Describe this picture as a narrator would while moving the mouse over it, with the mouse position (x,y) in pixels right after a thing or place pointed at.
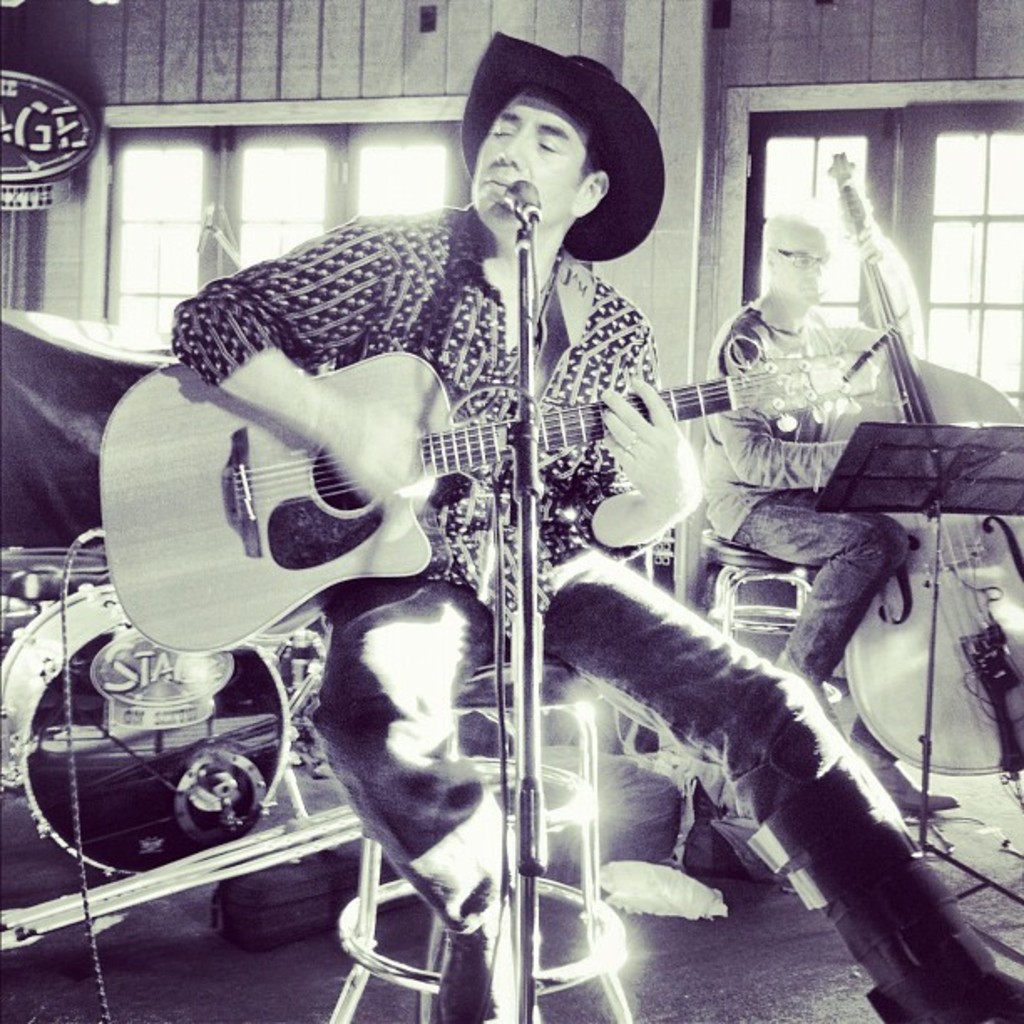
This picture shows two men (863,796) seated on the chairs (581,961) and playing musical instruments (718,398) one man (691,508) is playing guitar (804,391) and singing with the help of a microphone (524,220) and the other one (756,513) is playing double bass (982,749) and we see a book stand (995,433) in front of them. we see couple of Windows (318,125) on the side.
